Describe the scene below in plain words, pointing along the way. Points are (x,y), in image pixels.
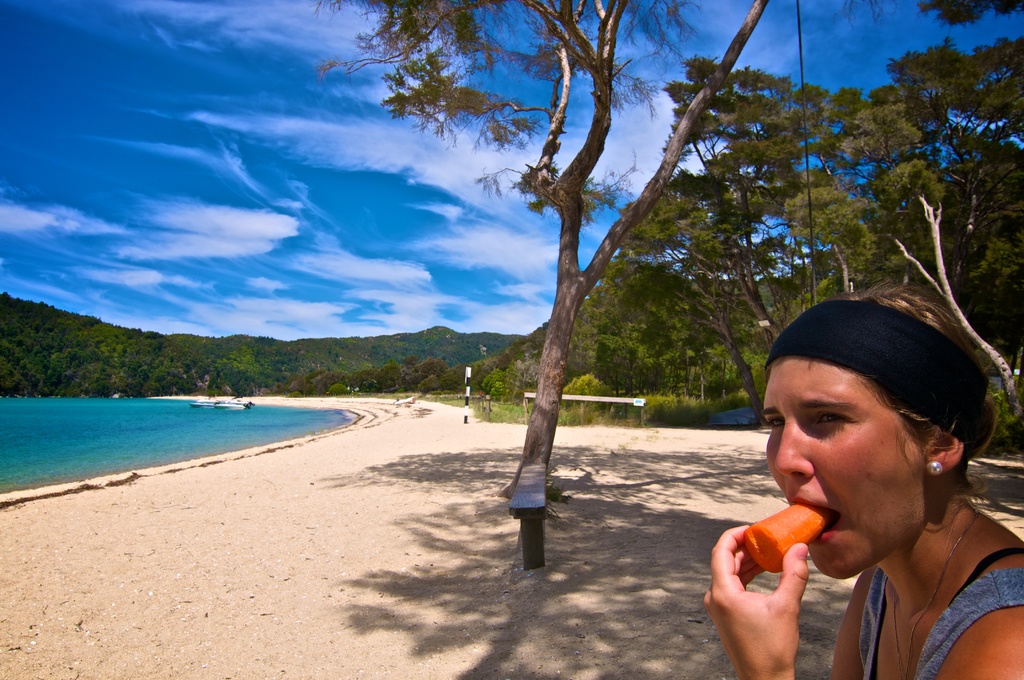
Bottom right side of the image (729,530) a woman (857,498) is holding something and eating. Behind her there are some trees (1004,205). Bottom left side of the image (159,565) there is sand (159,565) and water (81,398). Top left side of the image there are some trees (69,389) and hills (441,340). Behind the hills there are some clouds (221,315) and sky (817,45).
